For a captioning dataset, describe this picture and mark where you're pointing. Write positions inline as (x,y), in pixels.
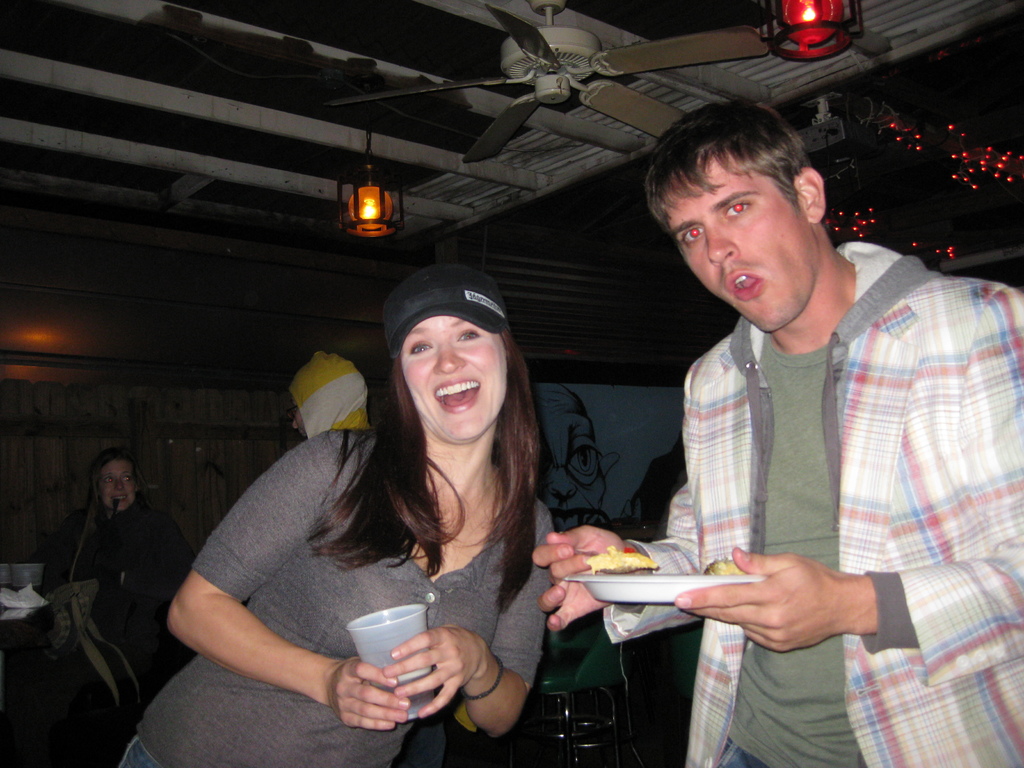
In the middle of the image (415,352) two persons (397,361) are standing and holding a plate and glass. Behind them few people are standing. At the top of the image (440,179) we can see ceiling (955,122), fans (510,78) and lights (352,202).
